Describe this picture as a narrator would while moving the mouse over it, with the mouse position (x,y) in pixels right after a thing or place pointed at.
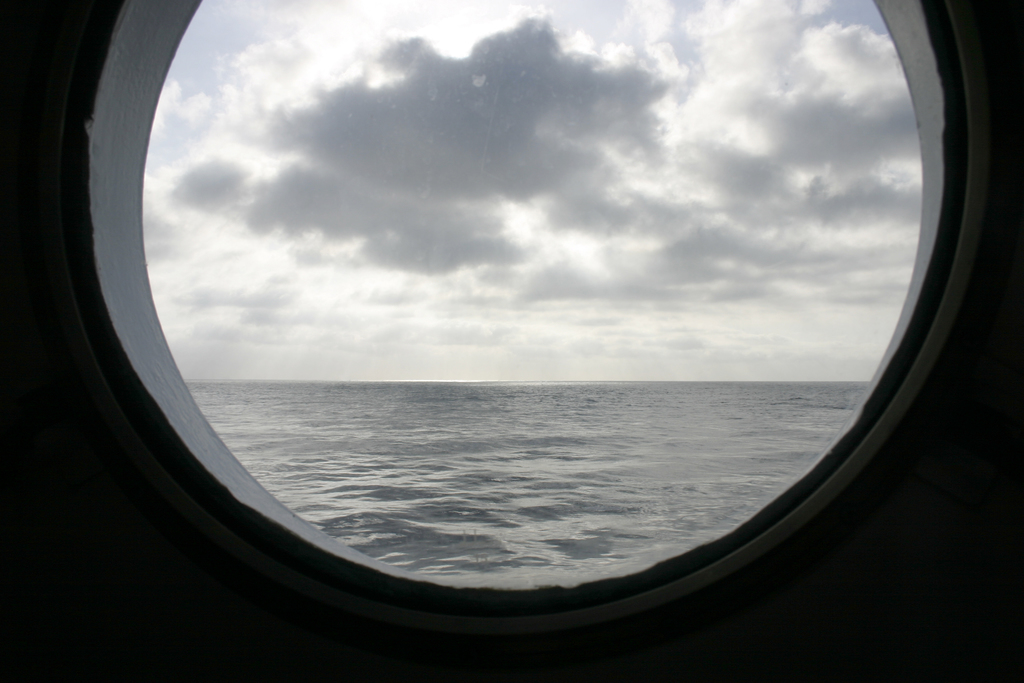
In the center of the image (592,359) there is a wall (69,478) and one window (104,242). Through the window (481,182), we can see the sky (263,32), clouds (569,319) and water (475,405).
